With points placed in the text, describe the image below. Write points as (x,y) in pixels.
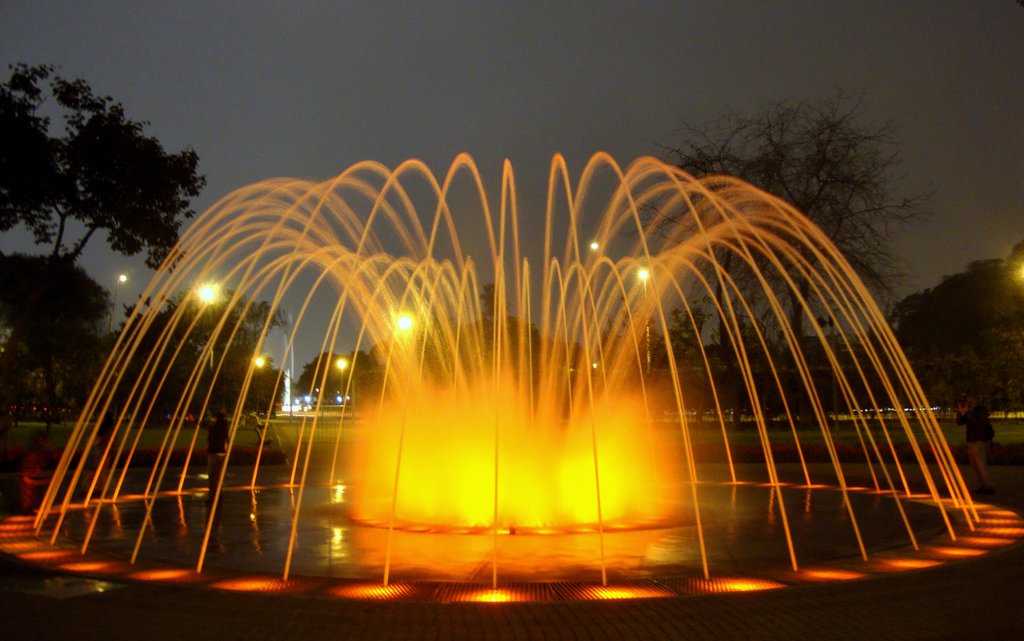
In this image there is the sky (522,108) towards the top of the image (506,69), there is a man (988,428) standing and taking a photo, there are trees (89,279), there are poles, there are street lights (412,326), there is a fountain (373,513), there is water (506,538), there is the grass (785,433).
